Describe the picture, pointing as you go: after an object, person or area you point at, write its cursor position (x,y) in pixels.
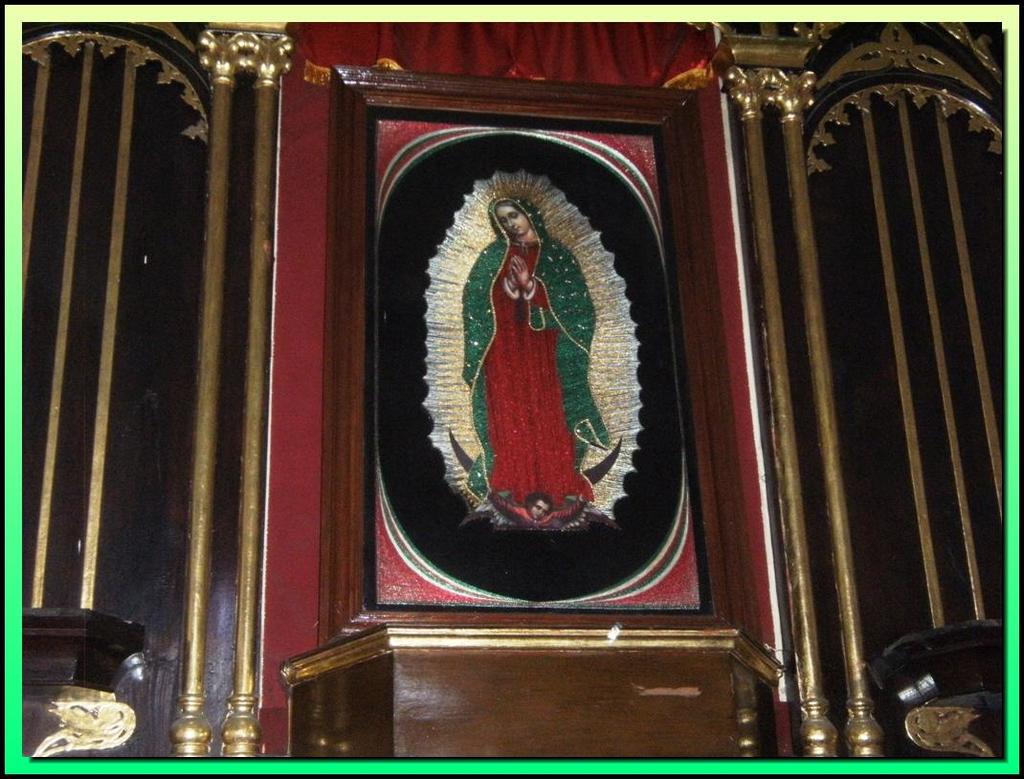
In the image there is a frame (344,552) of a person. And the frame (682,180) is on the wall (62,564). And also there are poles (108,378) and designs (821,160) on the wall (826,286).
